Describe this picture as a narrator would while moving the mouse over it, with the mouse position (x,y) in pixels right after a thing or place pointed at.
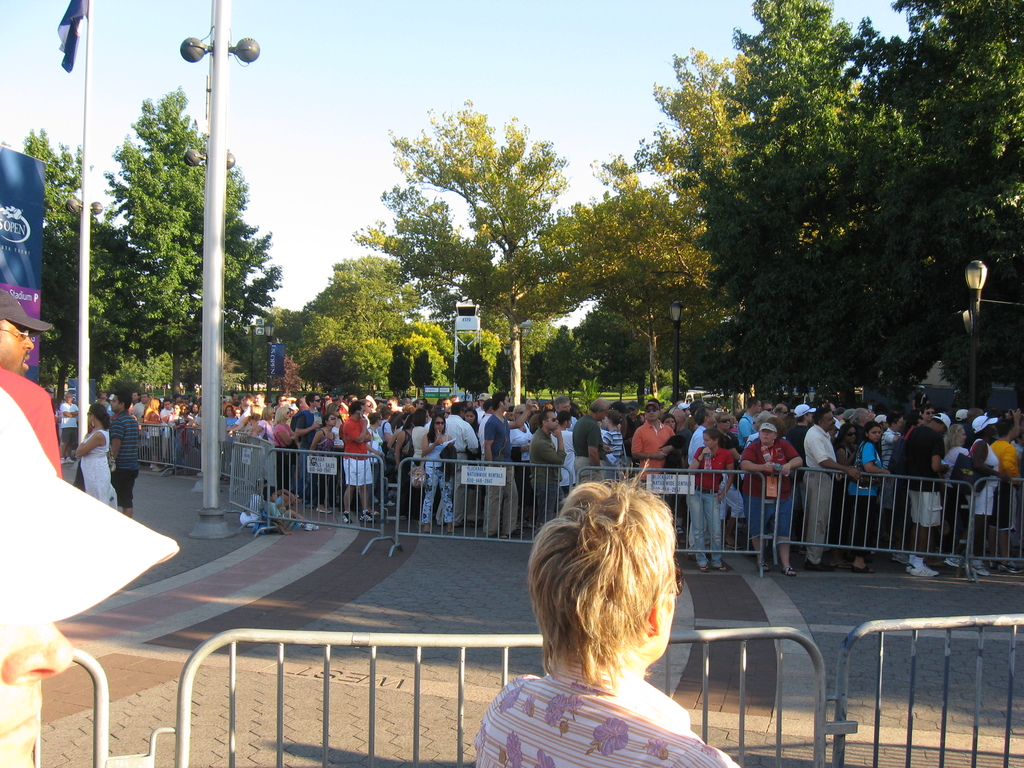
In this image there are barriers (121,758), boards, group of people (515,424) standing, there are poles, lights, a flag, there are trees (543,169), and in the background (573,86) there is sky (502,57).
